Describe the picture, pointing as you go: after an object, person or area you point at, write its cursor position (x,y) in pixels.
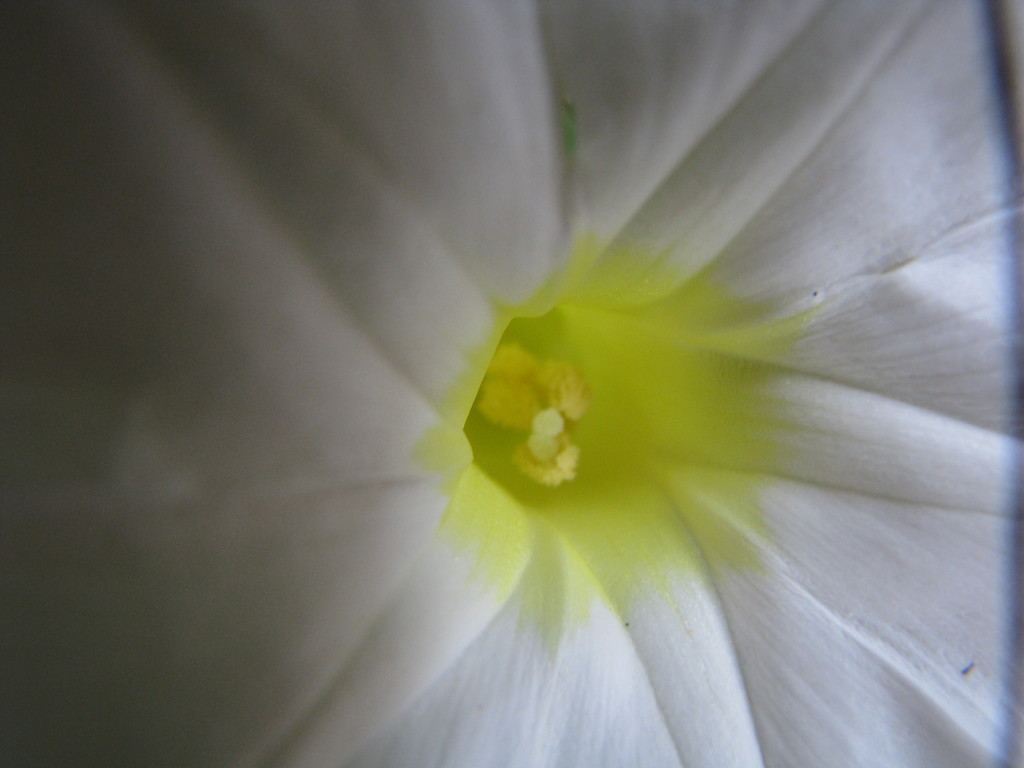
In this image, we can see a white flower (480,283).
